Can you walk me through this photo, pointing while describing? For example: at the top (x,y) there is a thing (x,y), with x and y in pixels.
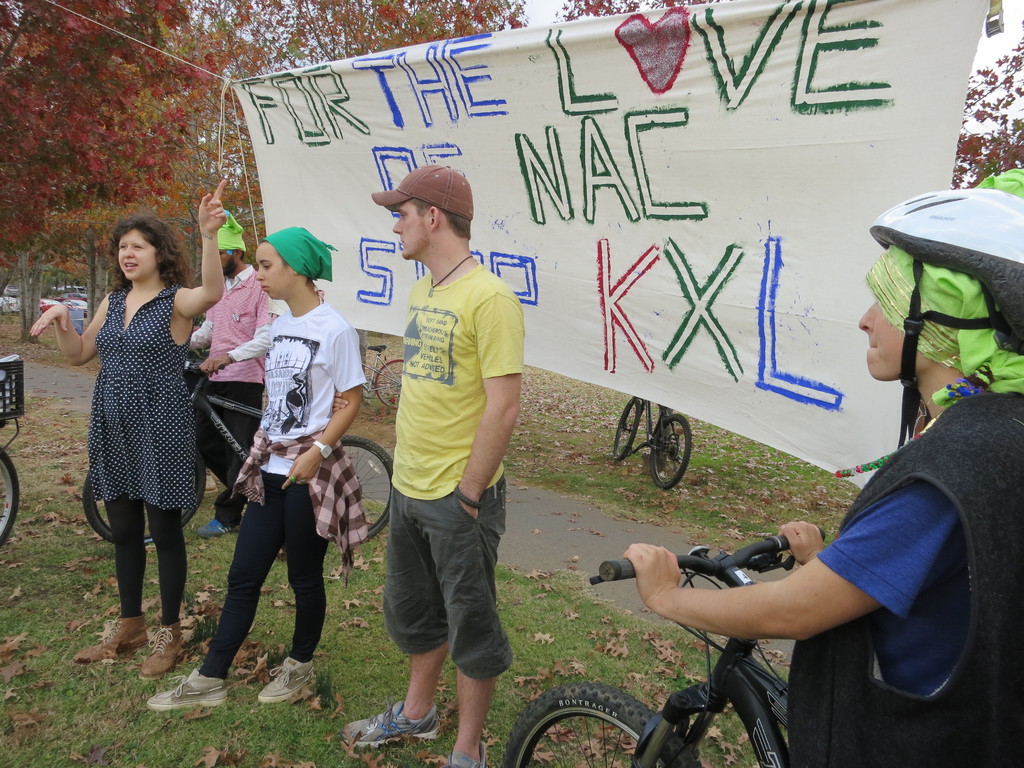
In this picture i could see some persons (330,538) standing and walking with the bicycles (381,527) in the park (324,627) near a banner (551,75). In the background (185,49) i could see some trees (116,47).
